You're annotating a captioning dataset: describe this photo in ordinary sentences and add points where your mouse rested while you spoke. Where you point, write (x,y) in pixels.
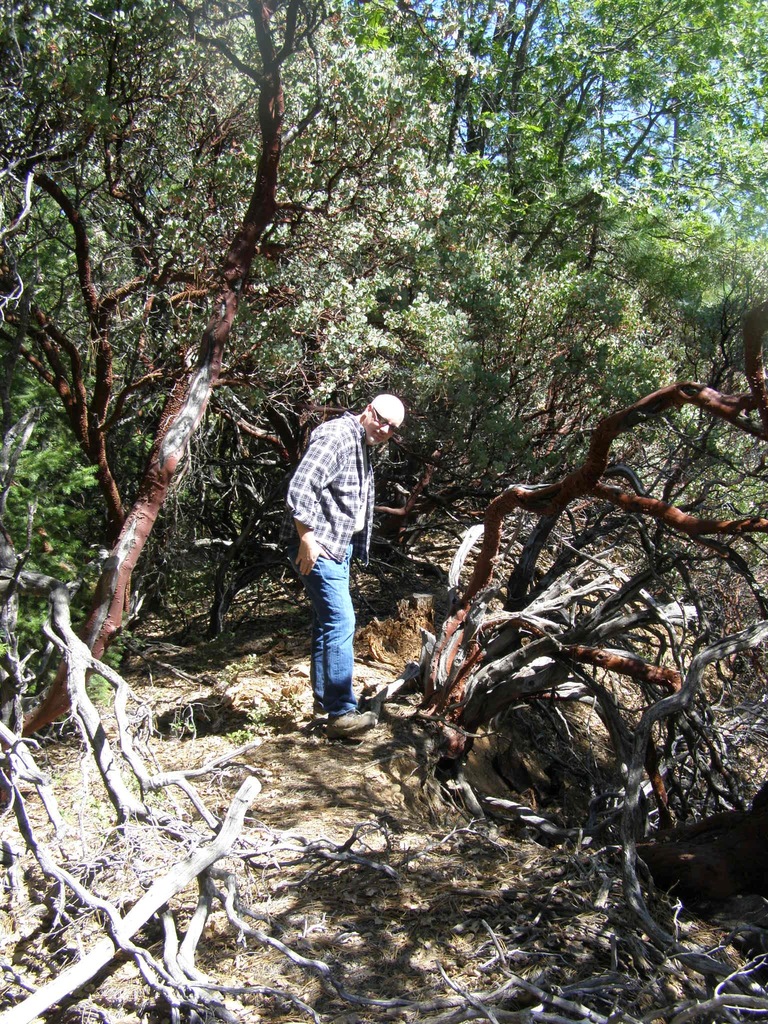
In this image we can see a man (331,530) wearing specs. There are many trees (135,499). In the background (713,178) there is sky (611,143).
